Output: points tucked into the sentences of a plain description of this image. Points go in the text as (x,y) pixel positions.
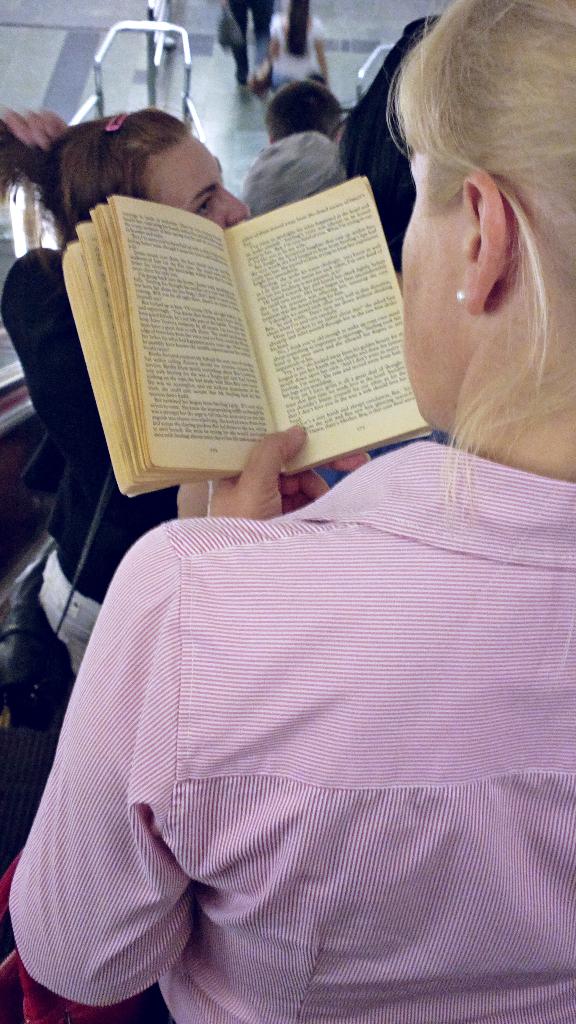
In this picture we can see a woman (165,893) holding a book (310,297) with her hand (294,493), some people (238,221), floor (67,80), bag (44,678) and rods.
